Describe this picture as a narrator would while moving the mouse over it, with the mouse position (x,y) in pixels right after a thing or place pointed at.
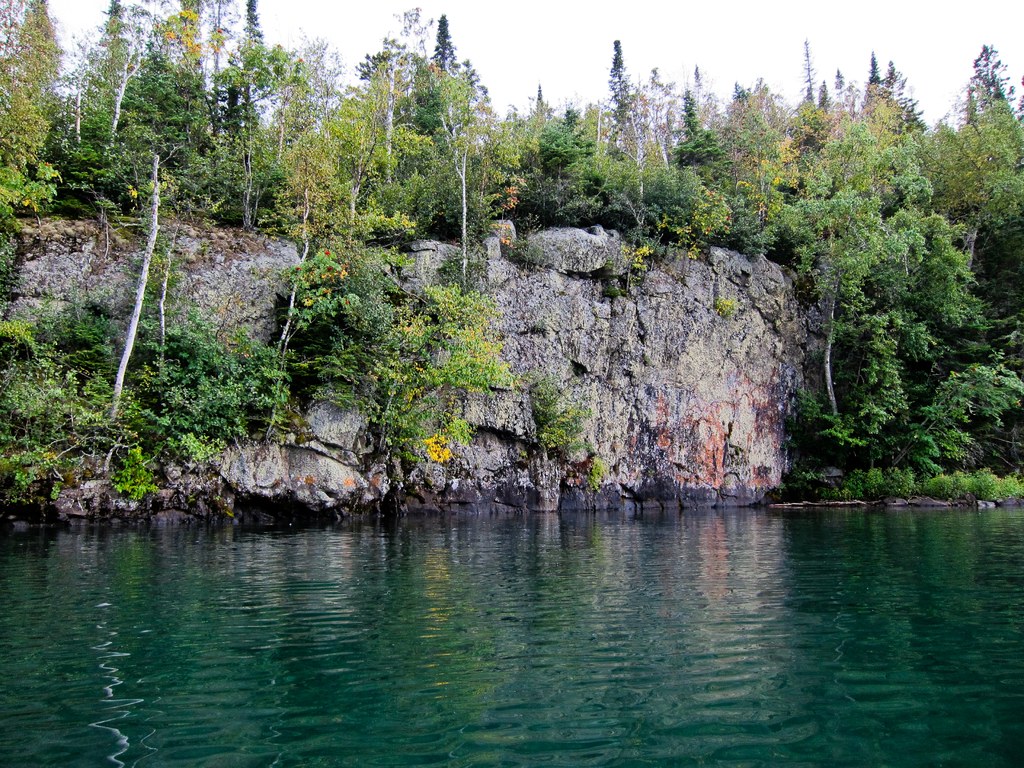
This image consists of a rock (544,288) along with plants (296,269) and trees (939,148). At the bottom (614,691), there is water (615,684). At the top (579,87), there is sky (653,39).
